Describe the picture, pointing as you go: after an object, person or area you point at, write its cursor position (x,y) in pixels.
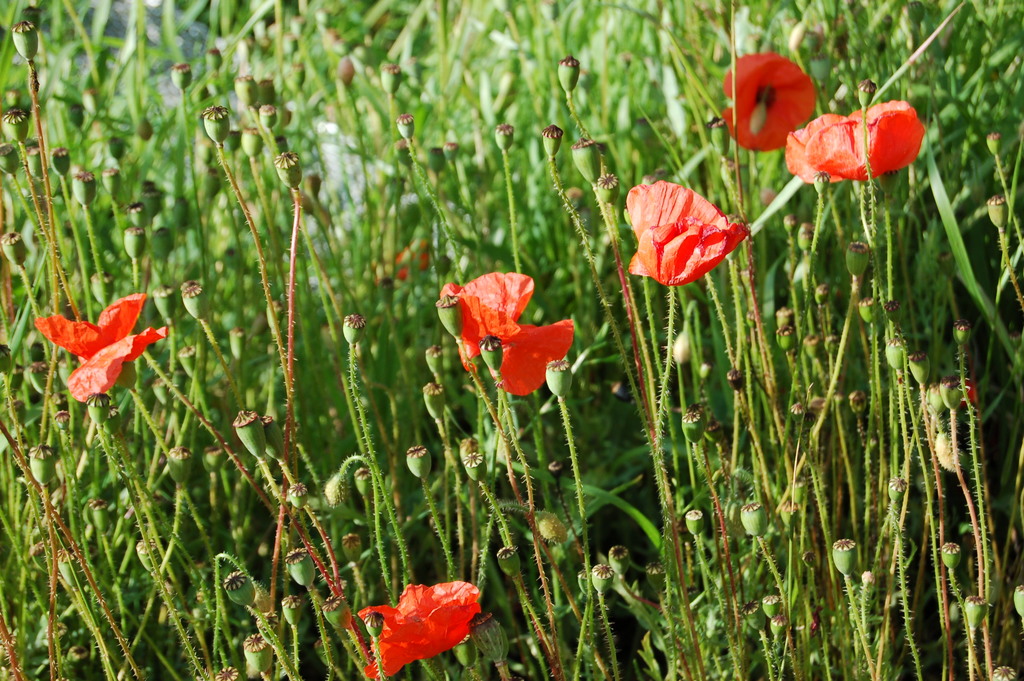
In this picture, we see the plants (184,496) which have flowers (131,321) and the buds (495,659). The buds (495,659) are in green color and the flowers (468,344) are in red color. This picture is blurred in the background (265,315).
